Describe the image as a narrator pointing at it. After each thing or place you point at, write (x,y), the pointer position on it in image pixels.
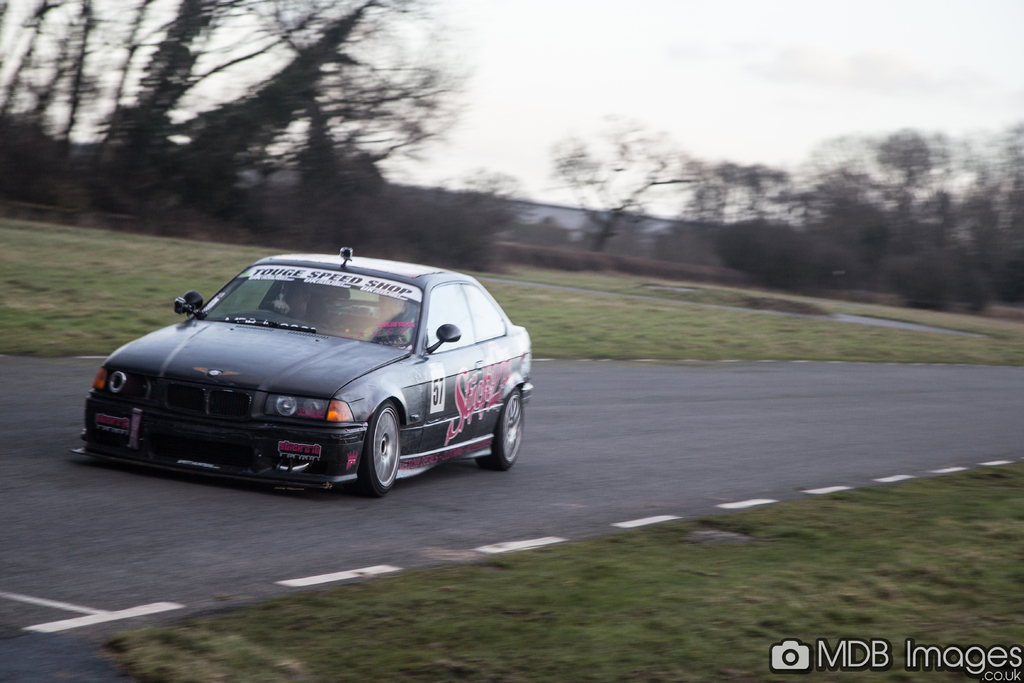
The image is taken outside a city. In the foreground of the picture (596,591) there is grass (626,557) and a car (351,366) on the road (320,528). The background (18,96) is blurred. In the background (201,192) there are trees (117,151), shrubs (450,221) and building (591,224). It is cloudy.
